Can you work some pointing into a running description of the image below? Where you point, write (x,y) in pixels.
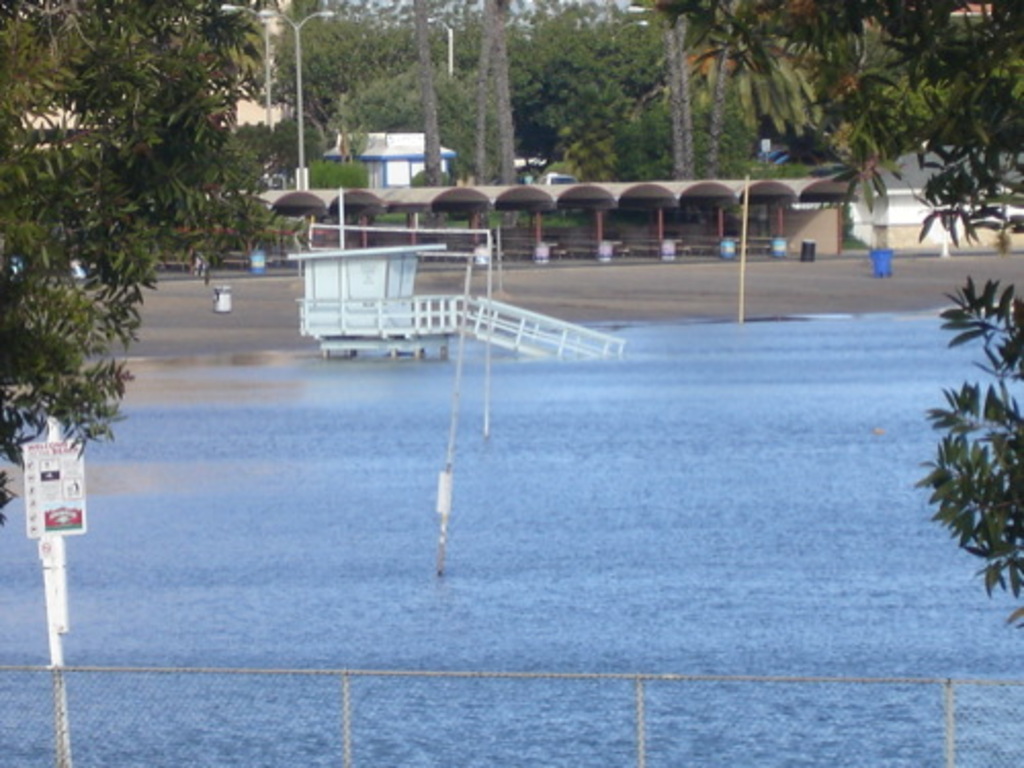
In this picture we can see the water (766,551), fence (121,671), trees (361,119), poles (301,122), shelters (543,209) and some objects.
